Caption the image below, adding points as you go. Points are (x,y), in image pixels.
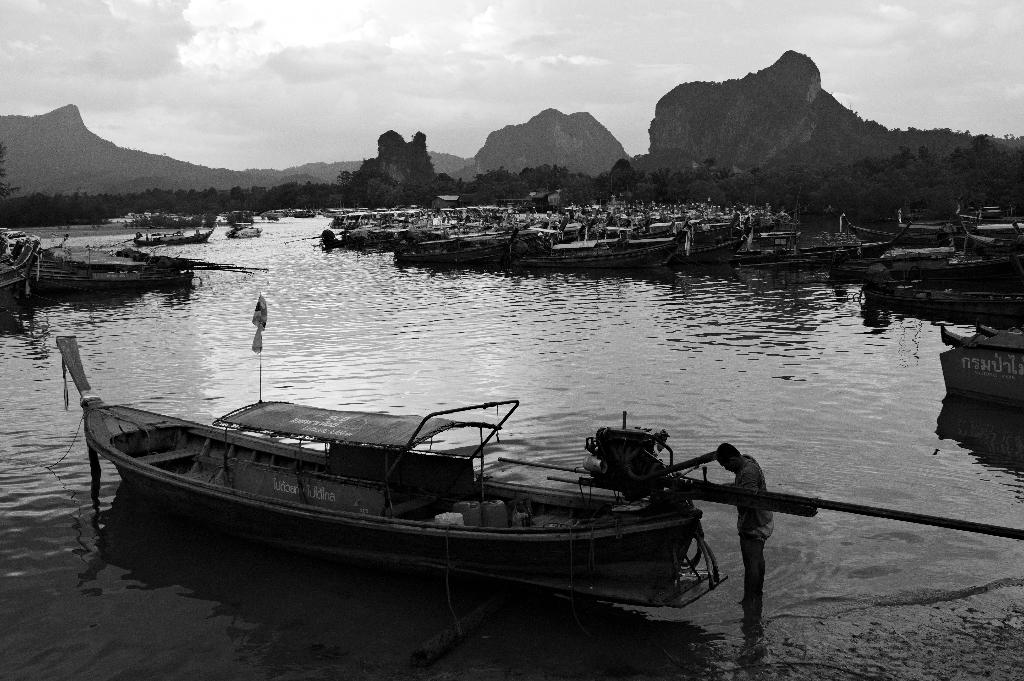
Here in this picture we can see water (305,266) present over a place and in that we can see number of boats (454,209) present and in the front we can see a person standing in the water (733,545) and we can also see number of boats (642,233) present in the far and we can also see mountains (73,151) present, that are covered with grass (604,171) and plants (738,157) and we can also see plants (237,190) and trees (504,171) on the ground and we can see the sky (281,115) is fully covered with clouds (254,83).
